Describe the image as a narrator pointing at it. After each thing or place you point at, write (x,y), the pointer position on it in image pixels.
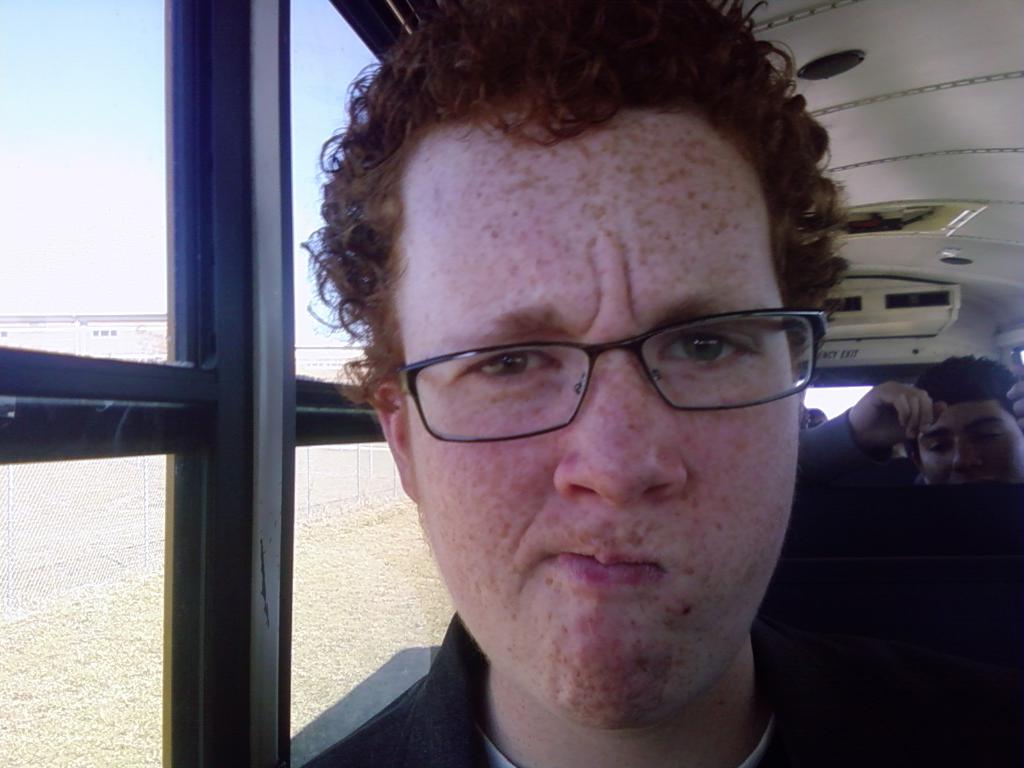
In this image, we can see a man (788,226) sitting and he is wearing specs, we can see glass windows (35,248).
